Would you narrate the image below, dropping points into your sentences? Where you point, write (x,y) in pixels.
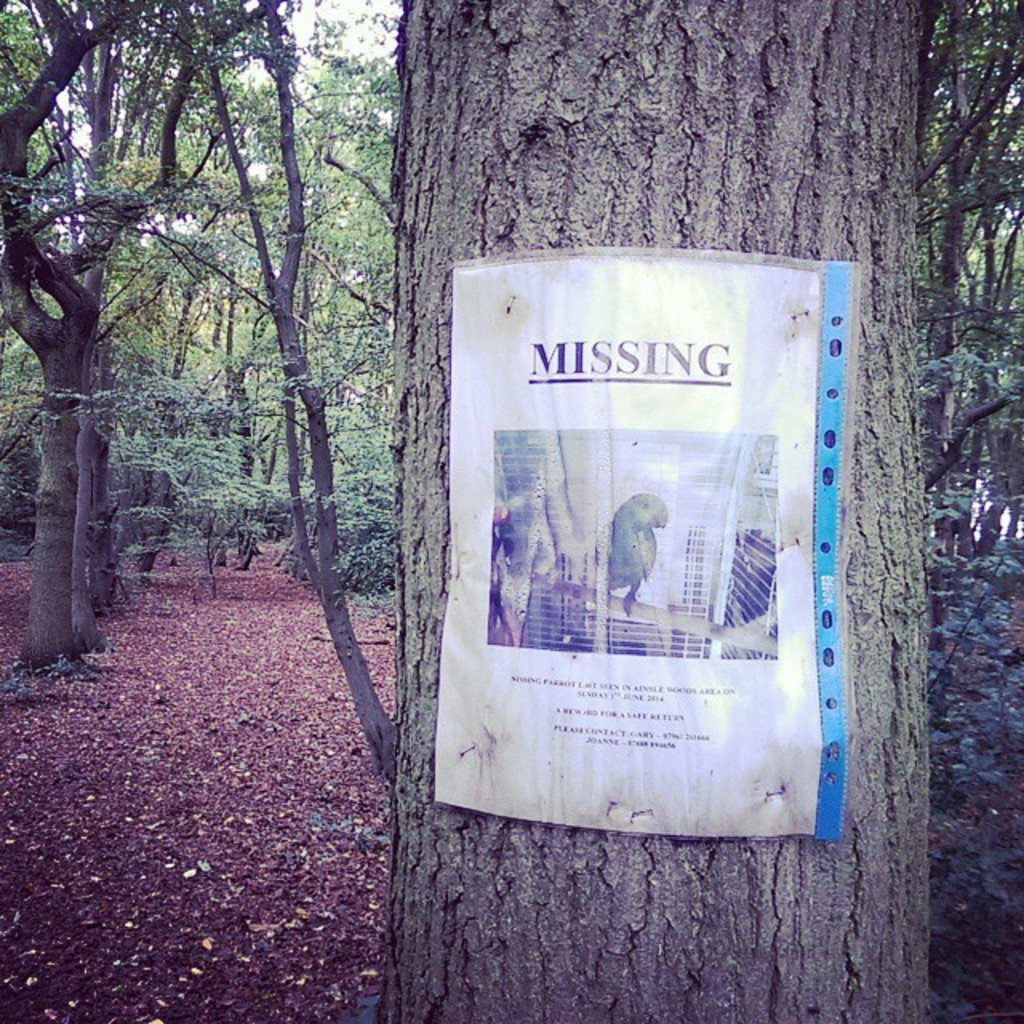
In this image in the front (502,617) there is a tree trunk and on the tree trunk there is a paper (664,551) with some text (679,690) and images (644,600) on it. In the background (300,401) there are trees (207,401) and there are dry leaves (196,764) on the ground (233,807).
